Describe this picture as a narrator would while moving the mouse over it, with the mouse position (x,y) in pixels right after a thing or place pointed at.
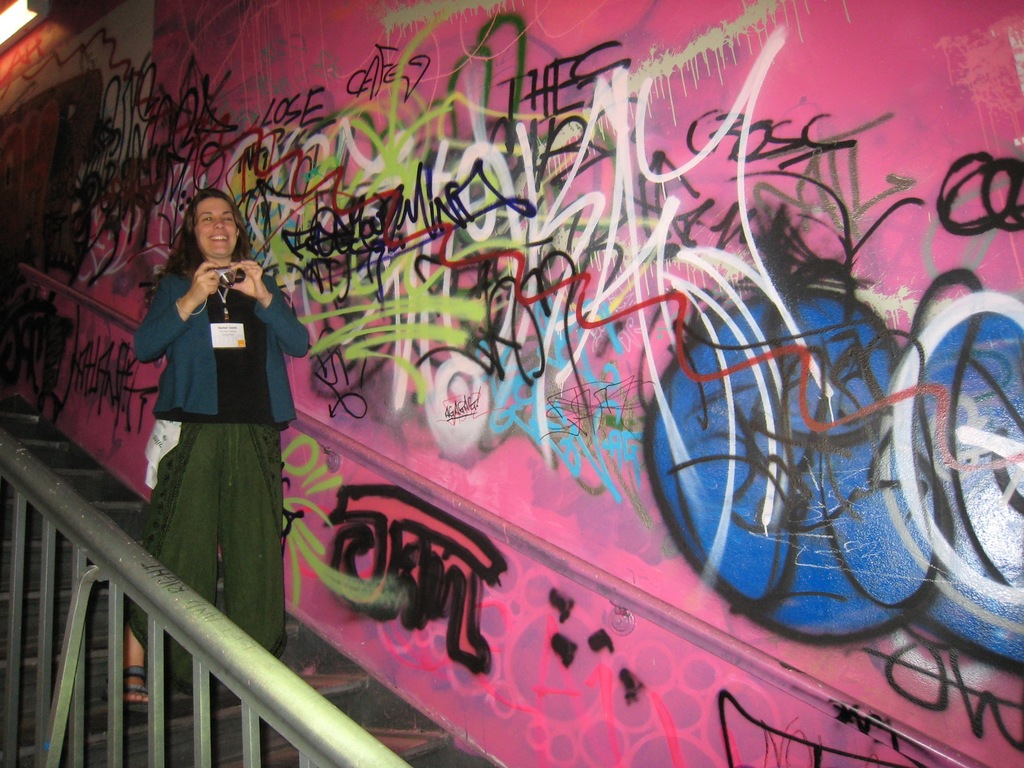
In this image, we can see a person (261,406) holding an object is standing. We can see the wall (573,478) with some art (525,564). We can also see some stairs (138,759) and the railing (121,736). We can also see an object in the top left corner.
